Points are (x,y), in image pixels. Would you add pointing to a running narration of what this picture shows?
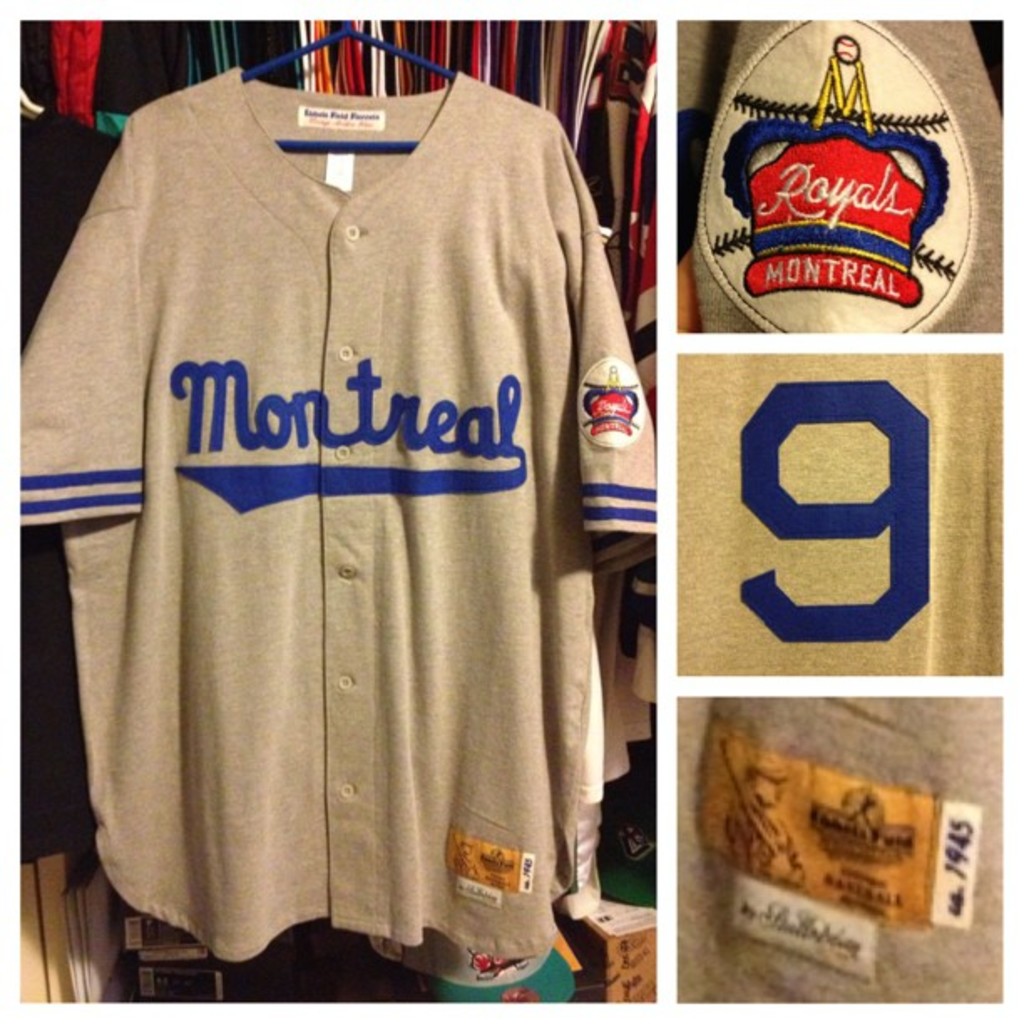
In the image we can see there is a t shirt (417,447) kept on the hanger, beside on the hand sleeve (967,279) its written "Royal" and it is a 9 number jersey tshirt (831,598).
